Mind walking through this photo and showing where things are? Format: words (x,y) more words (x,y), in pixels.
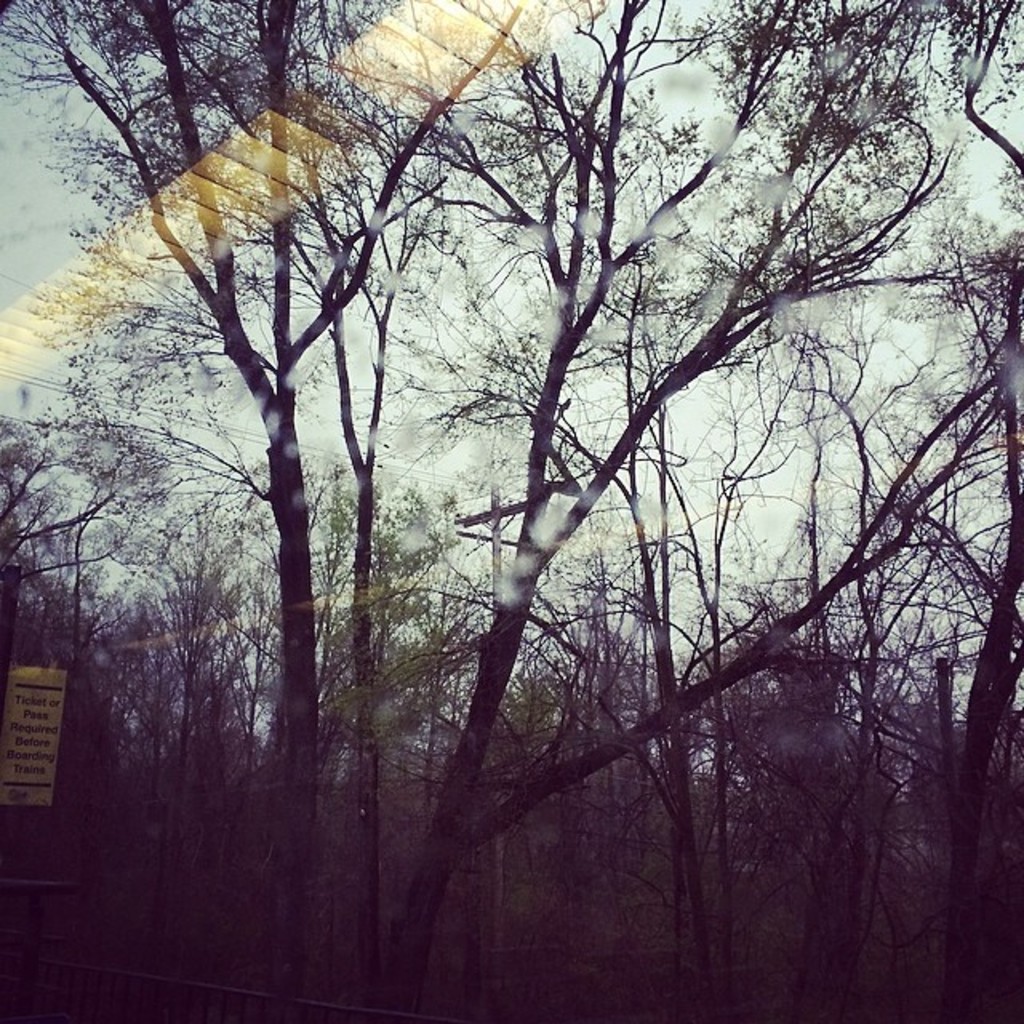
In this image we can see some trees (39,645), there are some wires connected to a pole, we can see a board (20,789) with some text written on it, and also there is a fence (196,1009).
